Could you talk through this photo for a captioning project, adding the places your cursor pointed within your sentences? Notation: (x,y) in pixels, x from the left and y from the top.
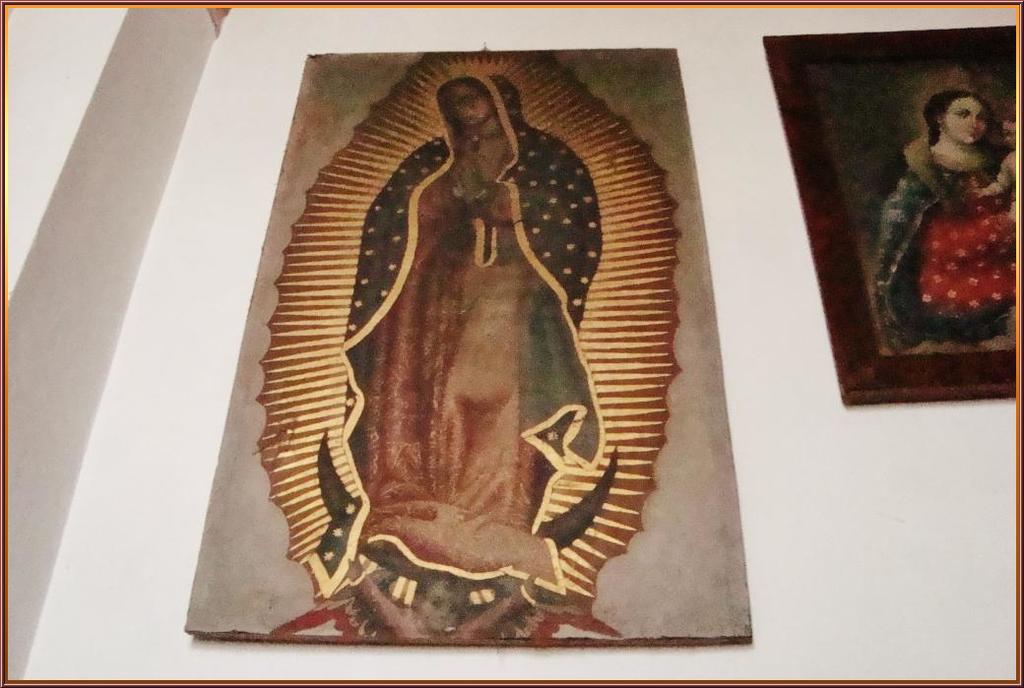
This is an edited picture. In this image there are frames (973,148) on the wall (735,86) and there are paintings (973,148) of a group of people (973,148) on the frames (963,31). At the back (78,315) there is a wall (464,674).
